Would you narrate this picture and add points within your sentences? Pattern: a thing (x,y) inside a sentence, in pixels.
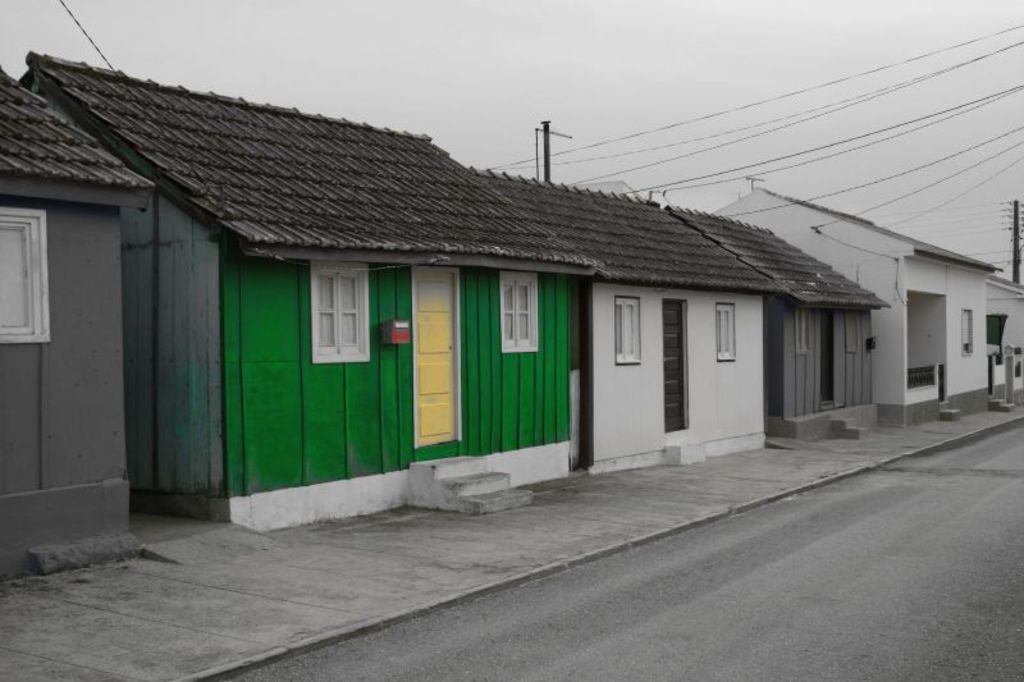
This is a black and white picture, there is a green color home (356,253) in the middle (535,434) and remaining all homes (38,348) are in black and white color and above its sky (379,69).
